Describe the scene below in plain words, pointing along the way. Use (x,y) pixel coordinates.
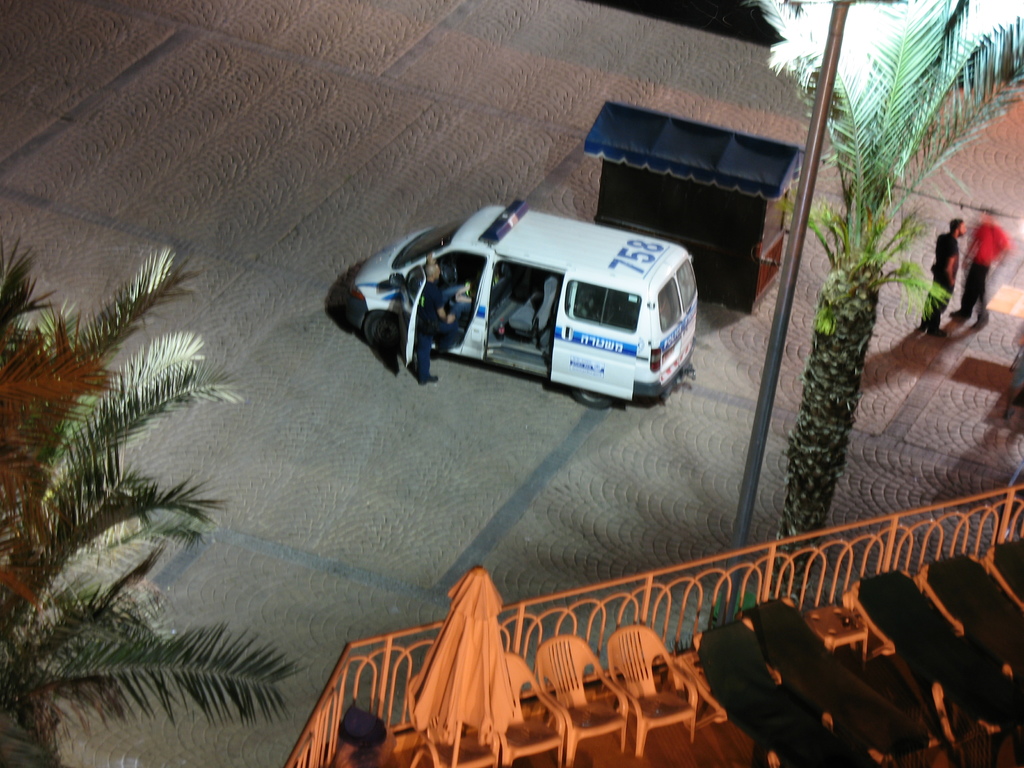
In this image there is a vehicle (612,288) and three people (975,233) on the road (788,379), few trees (802,396), a small shop (701,202), a fence (519,629), near the fence (509,637) there are chairs (931,649) and a cloth (464,722) to the pole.
